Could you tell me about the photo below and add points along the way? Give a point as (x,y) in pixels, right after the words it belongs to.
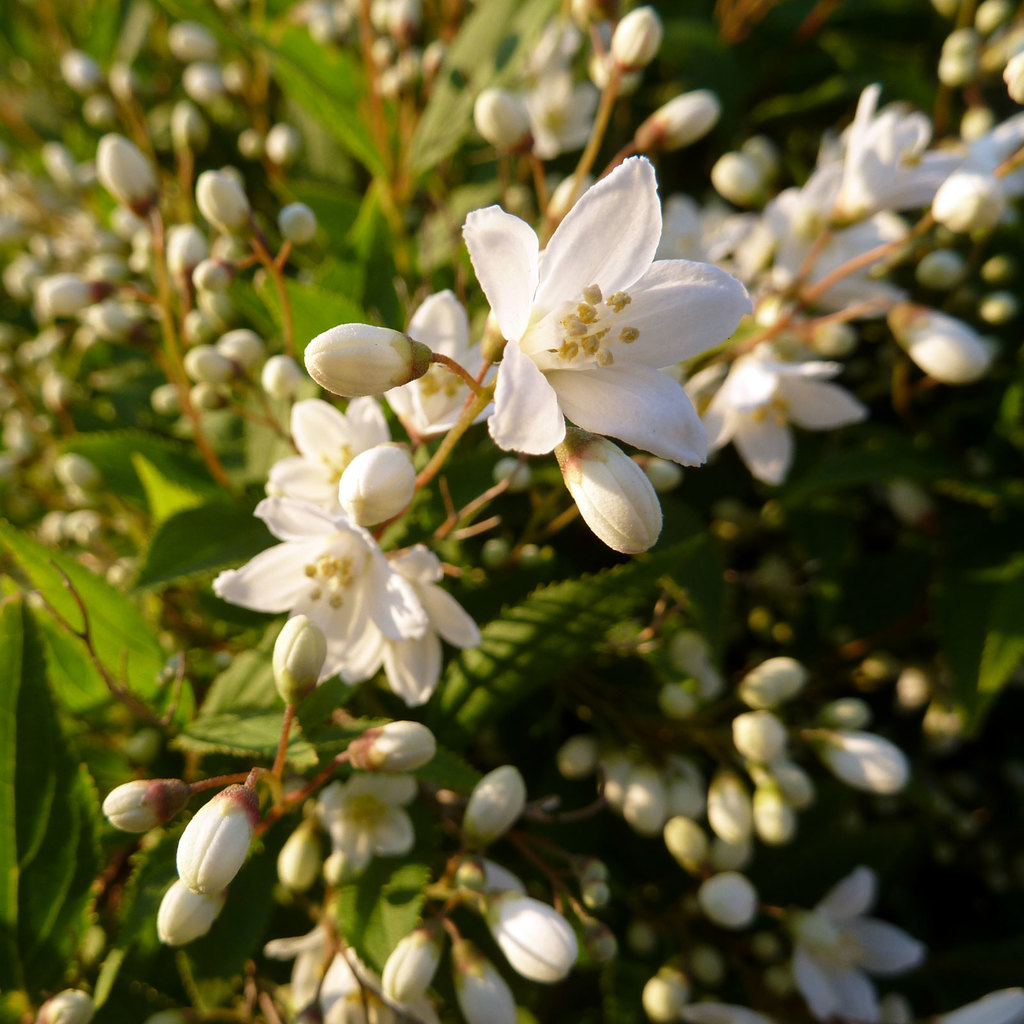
In this picture there is a white color flower plants (449,497). Behind there is a blur background (950,406).
